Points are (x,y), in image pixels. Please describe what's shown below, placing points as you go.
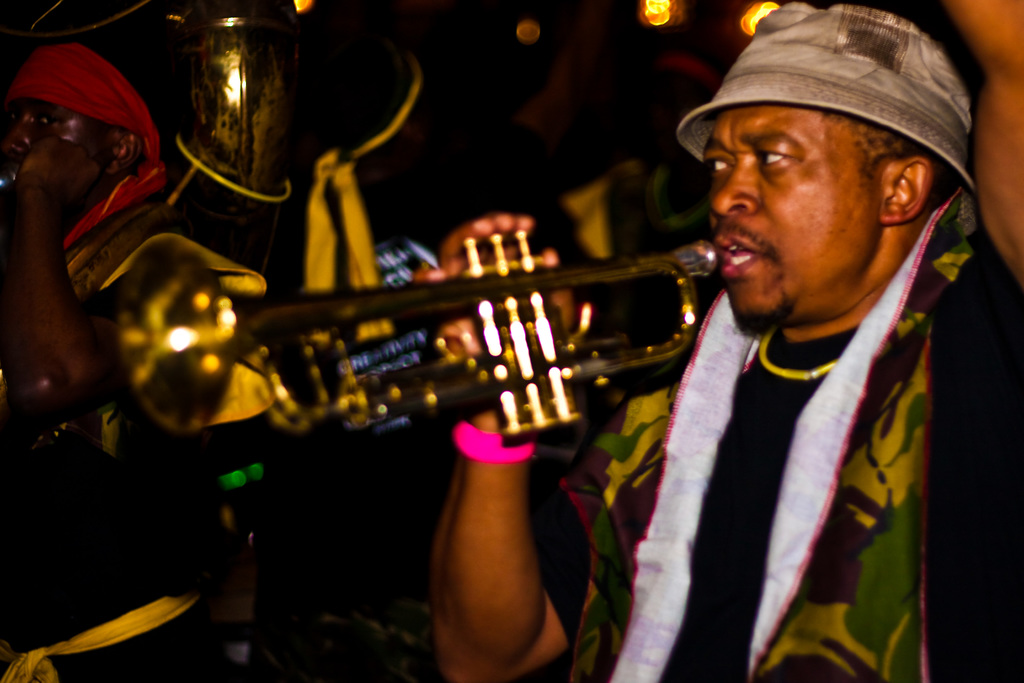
This is an image clicked in the dark. On the right side (801,420) there is a man (805,351) facing towards the left side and holding a musical instrument (511,295) in the hand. On the left side (36,343) there is another person (63,393). In the background (301,178), I can see few objects (270,74) and lights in the dark.
